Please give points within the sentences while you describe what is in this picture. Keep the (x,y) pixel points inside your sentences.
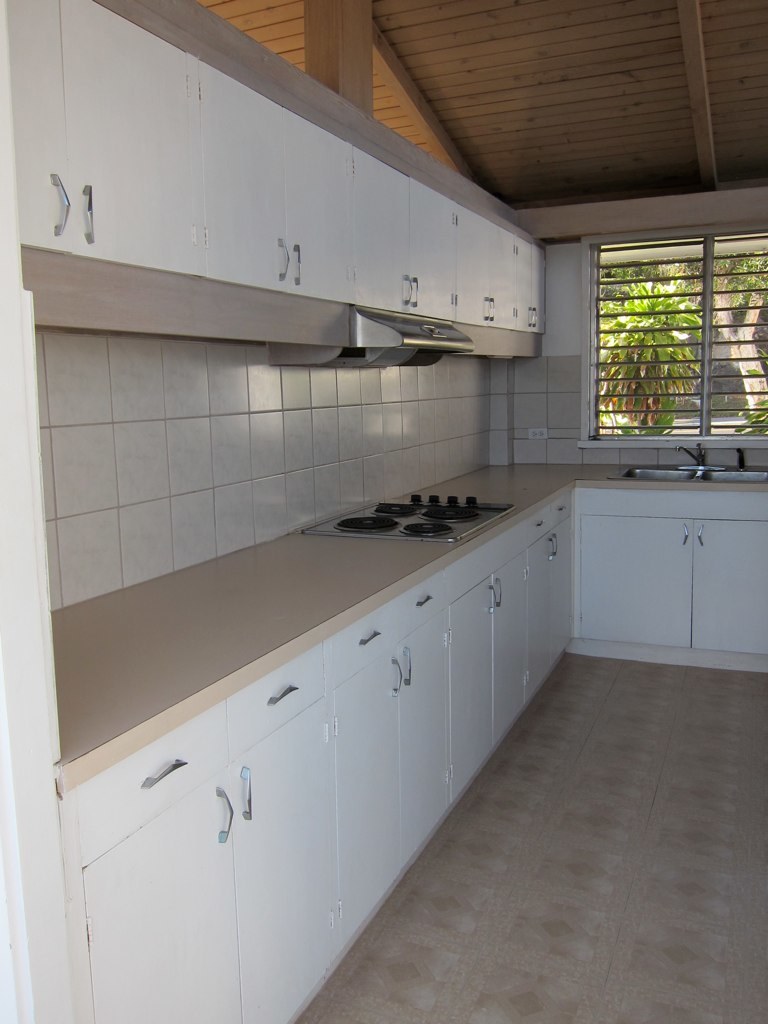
In this image I can see the stove (437,515). To the side of the stove (422,531) I can see the countertop (546,487), sink (673,471) and the tap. I can see many white color cupboards (481,236). In the background (641,407) I can see the window (662,383). I can see the plants (669,341) through the window (708,341).
